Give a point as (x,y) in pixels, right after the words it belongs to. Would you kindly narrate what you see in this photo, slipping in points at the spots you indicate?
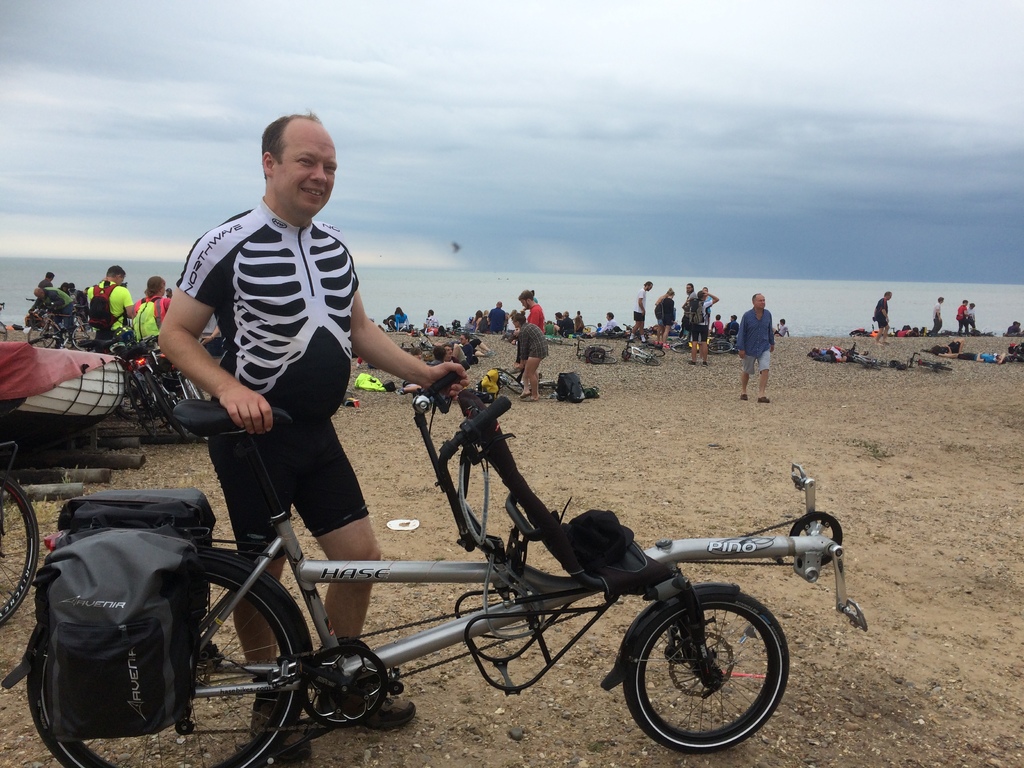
In this image we can see a man (245,465) is standing and holding a bicycle (219,669) with his hands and there is a bag (134,508) on the bicycle (323,573). In the background (398,312) we can see bicycles (62,342), bags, few persons (398,312), objects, water (565,276) and clouds (275,12) in the sky (275,12).
